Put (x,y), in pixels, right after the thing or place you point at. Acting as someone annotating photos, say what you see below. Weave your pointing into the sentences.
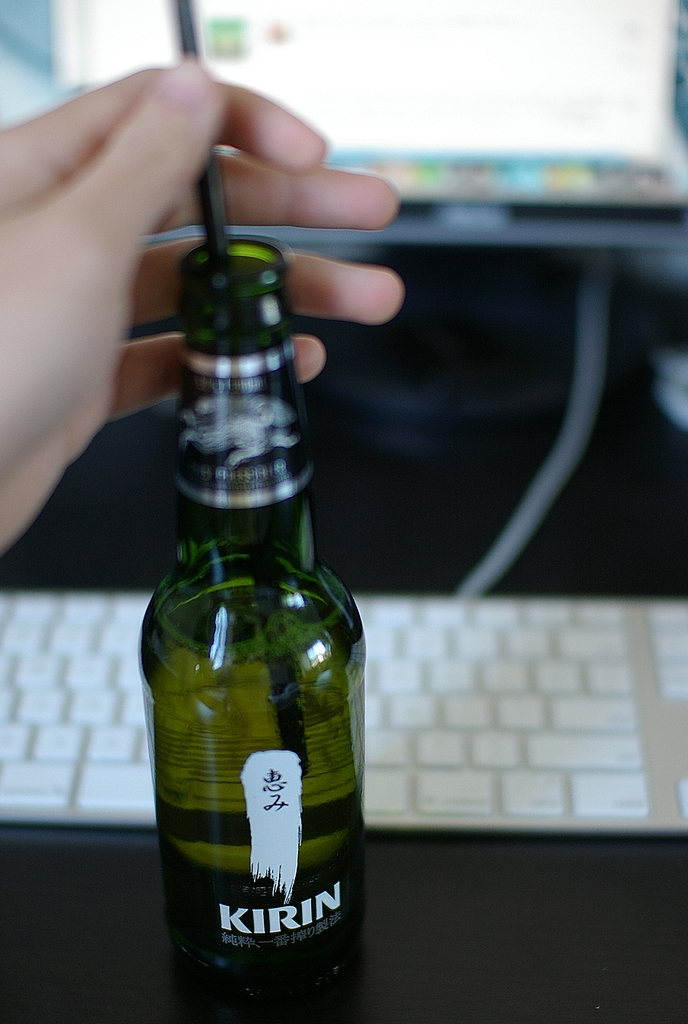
In the image we can see hand (126,261) of a person (128,294), bottle (268,517), system (466,147) and a key board (448,722).
